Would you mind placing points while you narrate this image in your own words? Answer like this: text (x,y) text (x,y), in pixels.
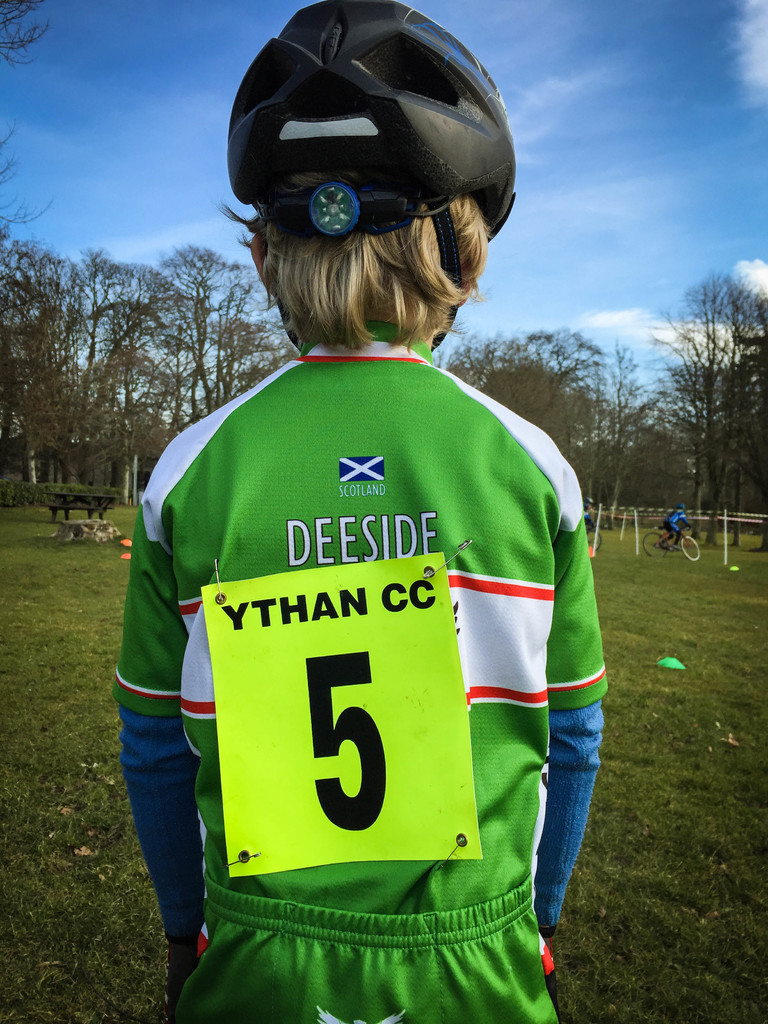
In the center of the image (331,671) we can see person (376,466) standing and wearing a helmet (419,110). On the right (676,545) there is a person (689,525) riding a bicycle (686,545). On the left (82,504) we can see a bench (67,503). In the background (89,414) there are trees (57,310) and sky (680,211).
